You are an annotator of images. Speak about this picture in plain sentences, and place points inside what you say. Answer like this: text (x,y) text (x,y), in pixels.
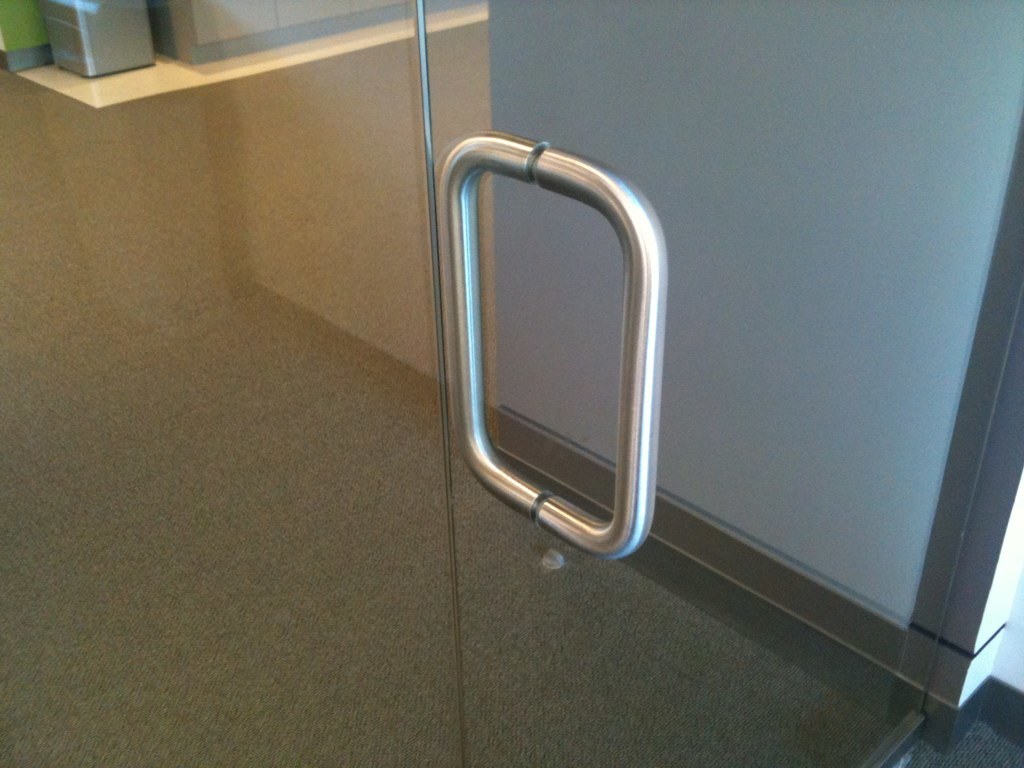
In this image in the foreground (545,429) there is a glass door (606,143), with a metal handle (634,475). In the background (97,23) on a table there is something.
